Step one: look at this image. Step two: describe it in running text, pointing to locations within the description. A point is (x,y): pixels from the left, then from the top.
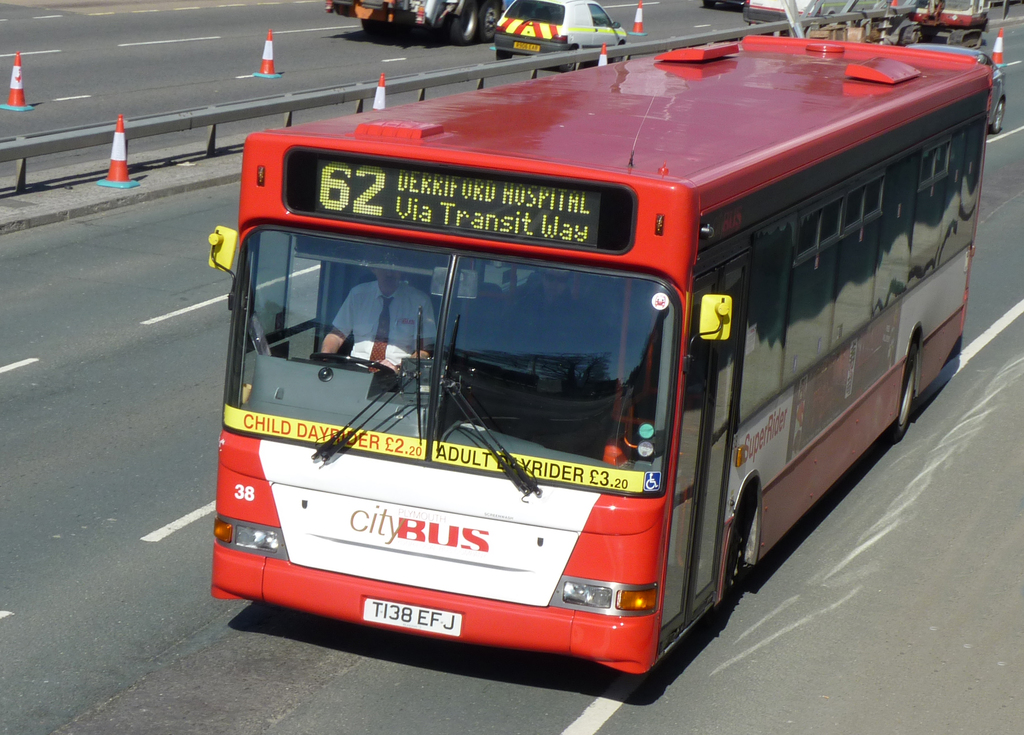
In the image we can see some vehicles (506,14) on the road (653,31). Behind the vehicles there is a fencing (131,121) and road divider cones (118,126).
